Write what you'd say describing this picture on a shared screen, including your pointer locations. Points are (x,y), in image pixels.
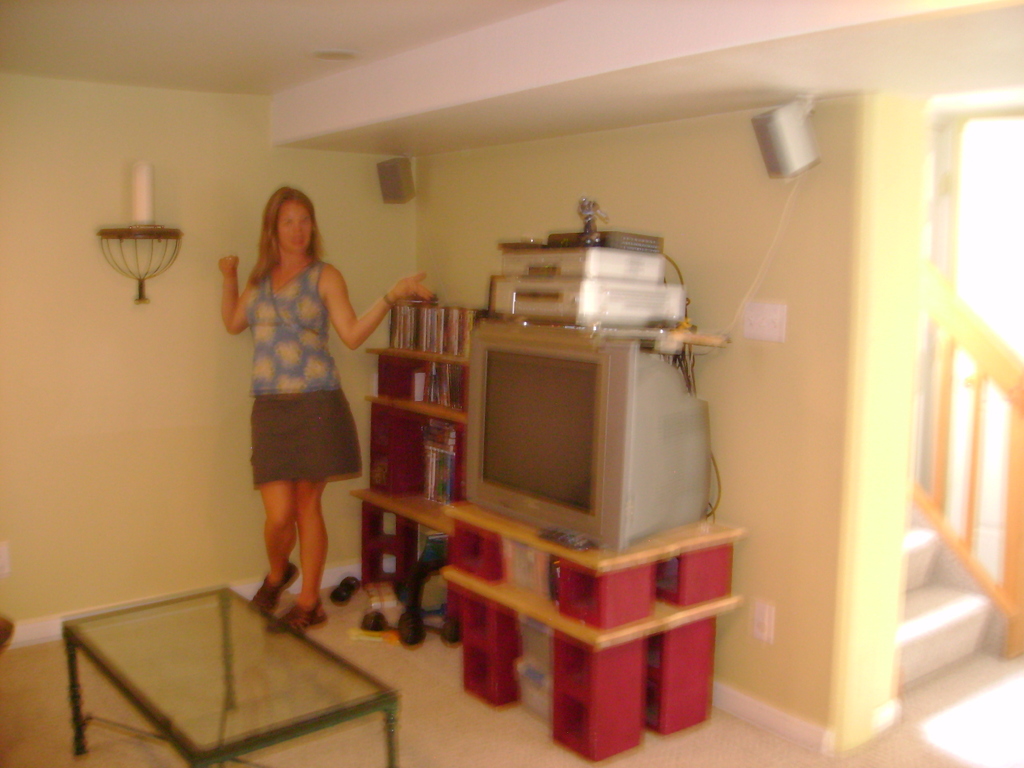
Here is a woman (288,477) standing. This is a television (623,462) with a television stand (550,555) and some devices (577,316) above the television (532,325). This looks like a bookshelf (439,376). This is a lamp (142,214) attached to the wall (125,211). This looks like a glass teapoy (204,685).
